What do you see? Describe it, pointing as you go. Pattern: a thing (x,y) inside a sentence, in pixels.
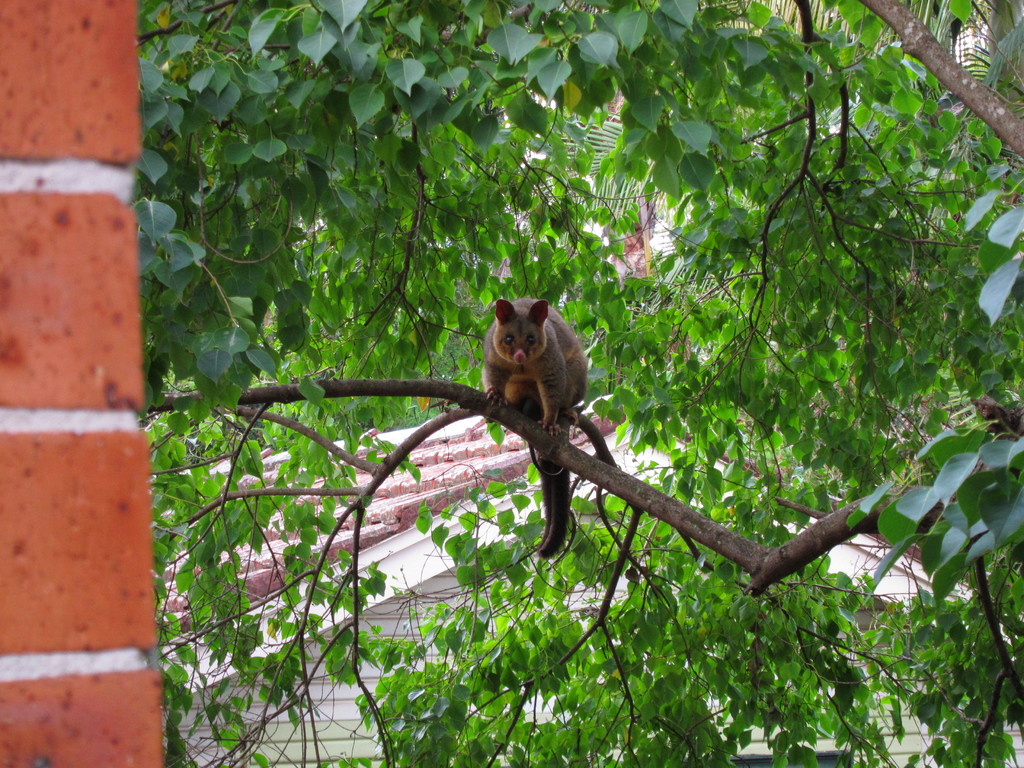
In the foreground of this image (628,411), there is a phalanger (550,499) on the branch (743,555) of a tree (825,301). On the left (77,474), there is a wall (77,336) and in the background (456,472), there is a house (439,469).
